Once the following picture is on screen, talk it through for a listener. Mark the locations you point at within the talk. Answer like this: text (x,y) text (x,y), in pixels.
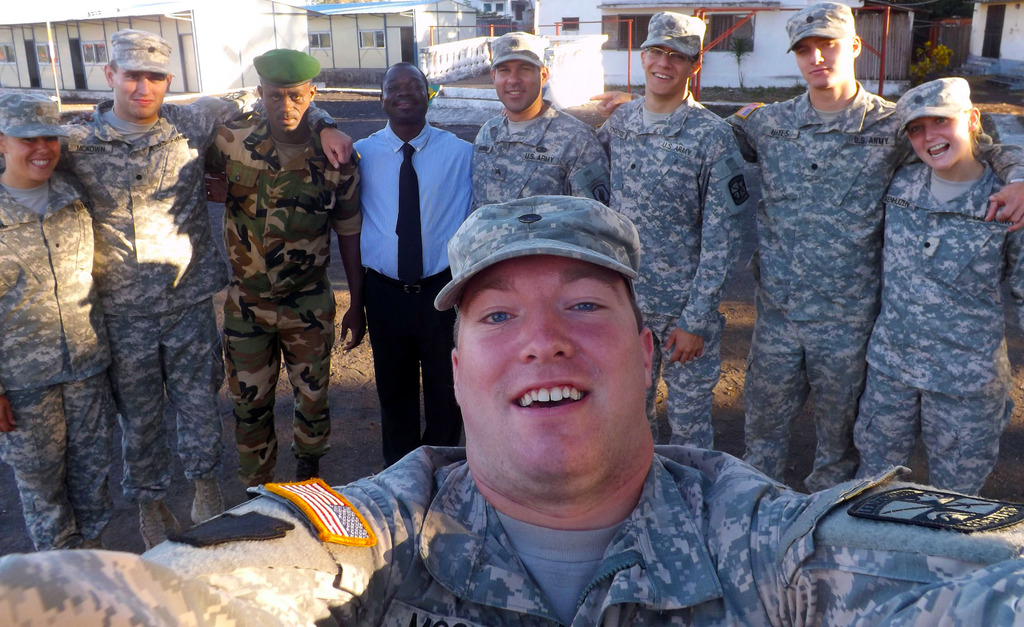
In this image we can see group of people (917,205) standing on the ground (123,541) wearing military uniform (271,599). One person (442,182) is wearing a light blue shirt (431,189) and a tie (411,265). In the background (933,63), we can see a tree (945,57), group of buildings (422,17) and poles (50,28).
